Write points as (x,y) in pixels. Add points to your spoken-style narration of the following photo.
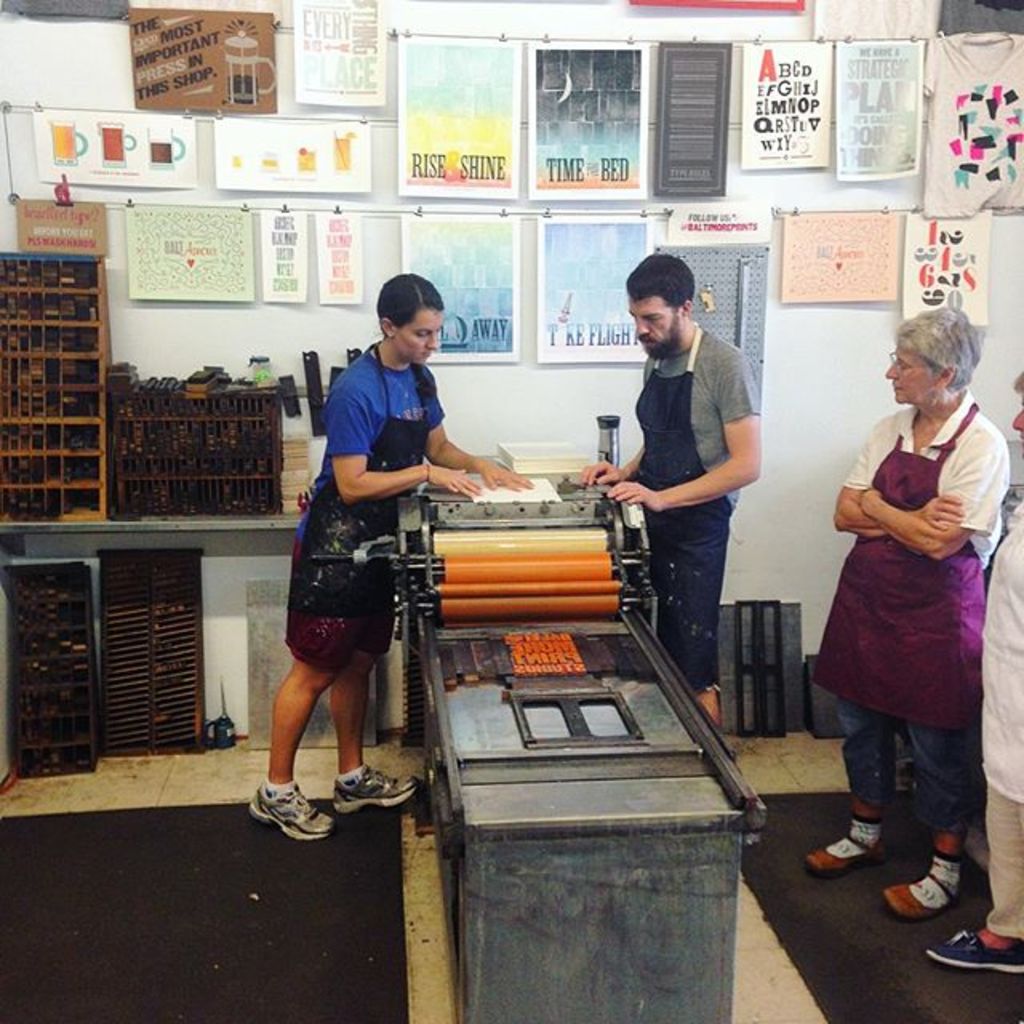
In this image there are a few people (969,598) standing, in the middle of them there is a machine (513,589) and there are few objects (14,379) on the table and below the table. In the background (424,160) there are a few posters (424,160) and clothes (935,191) are hanging on the wall (781,341).
